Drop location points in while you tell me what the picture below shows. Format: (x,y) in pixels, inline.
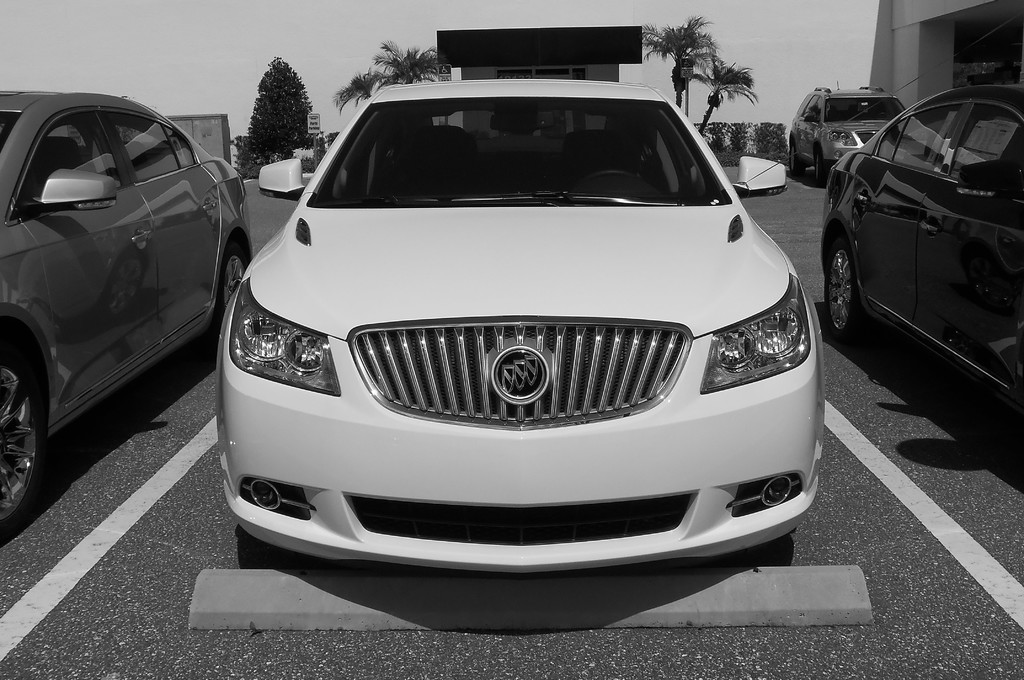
In this image we can see a few cars (539,260) parked on the road (907,526) and in the background (685,50) there is a building (877,54), trees (264,134) and a sky (800,54).
